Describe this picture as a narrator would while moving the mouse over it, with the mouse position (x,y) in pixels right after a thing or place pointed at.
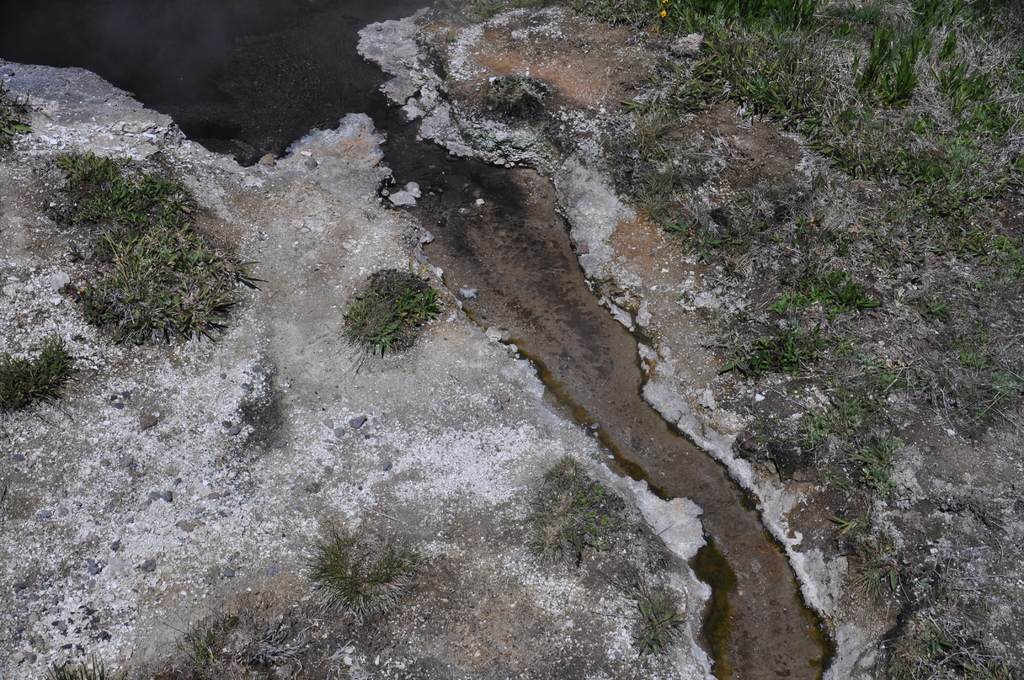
In this image we can see shrubs (265,646) here, stones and water path (488,235).
